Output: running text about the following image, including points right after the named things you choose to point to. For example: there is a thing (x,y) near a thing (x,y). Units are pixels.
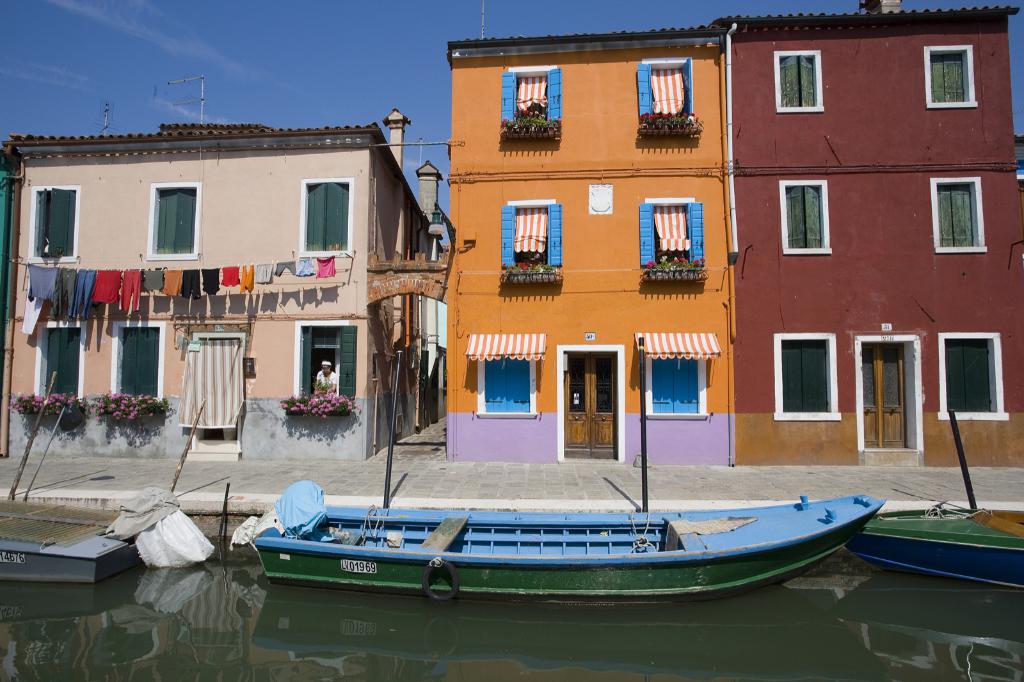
In front of the image there are boats (523,550) in the water (36,623), on the other side of the boats (420,573) there are buildings (309,322), on the building (217,197) there are antennas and clothes (173,276) hanged with the rope (219,267). In front of the building (342,366) there is a person (328,362), in front of him there are flowers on the plants (77,414).
